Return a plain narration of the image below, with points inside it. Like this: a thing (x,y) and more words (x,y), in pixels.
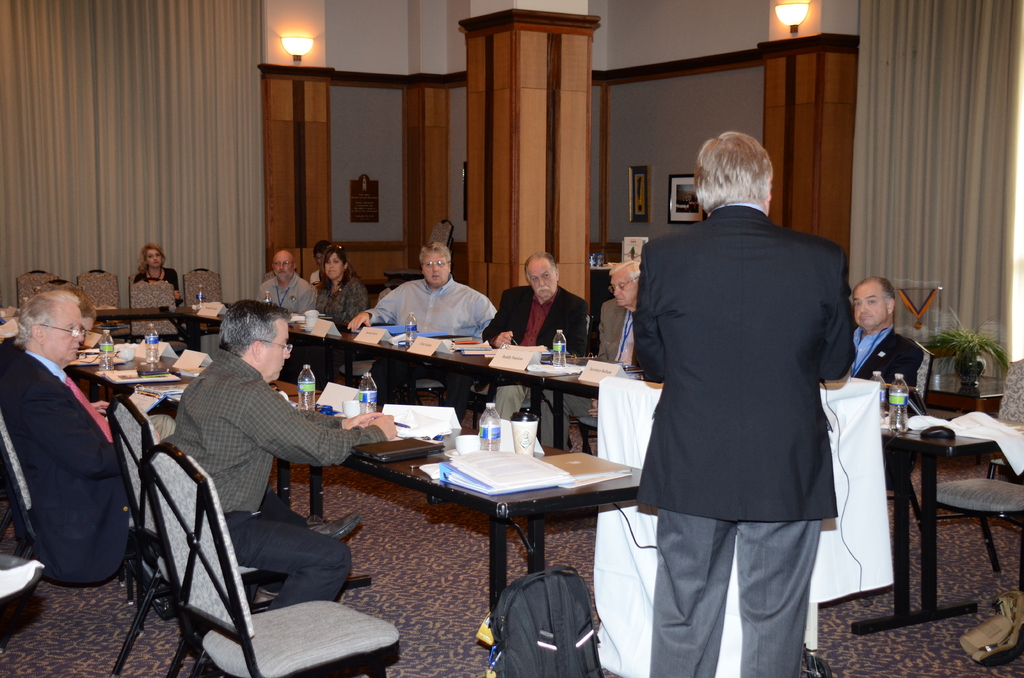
Here we can see some persons (0,374) are sitting on the chairs (118,282). This is table (444,444). On the table (542,378) there are bottles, and books (517,474). There is a bag (556,598). Here we can see a person (644,308) who is standing on the floor (933,636). And this is carpet (414,593). On the background (429,62) there is a wall (392,24) and this is pillar (522,142). These are the lights (780,16) and there is a curtain (926,108). Here we can see frames (673,196) on the wall (604,191).
